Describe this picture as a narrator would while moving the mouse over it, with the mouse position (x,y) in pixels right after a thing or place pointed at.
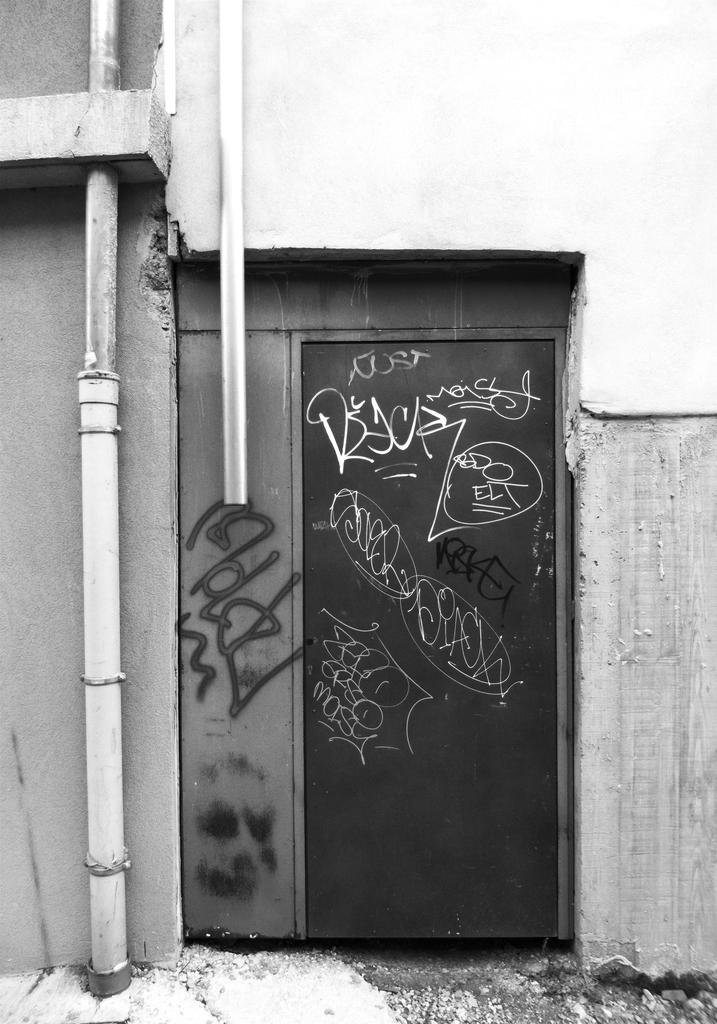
This is the picture of a black and white image and we can see a building (588,45) and there are two pipes (110,782) attached to the building (644,402). We can see an object (523,589) which looks like a door (397,368) and there is some text (486,619) on it.
